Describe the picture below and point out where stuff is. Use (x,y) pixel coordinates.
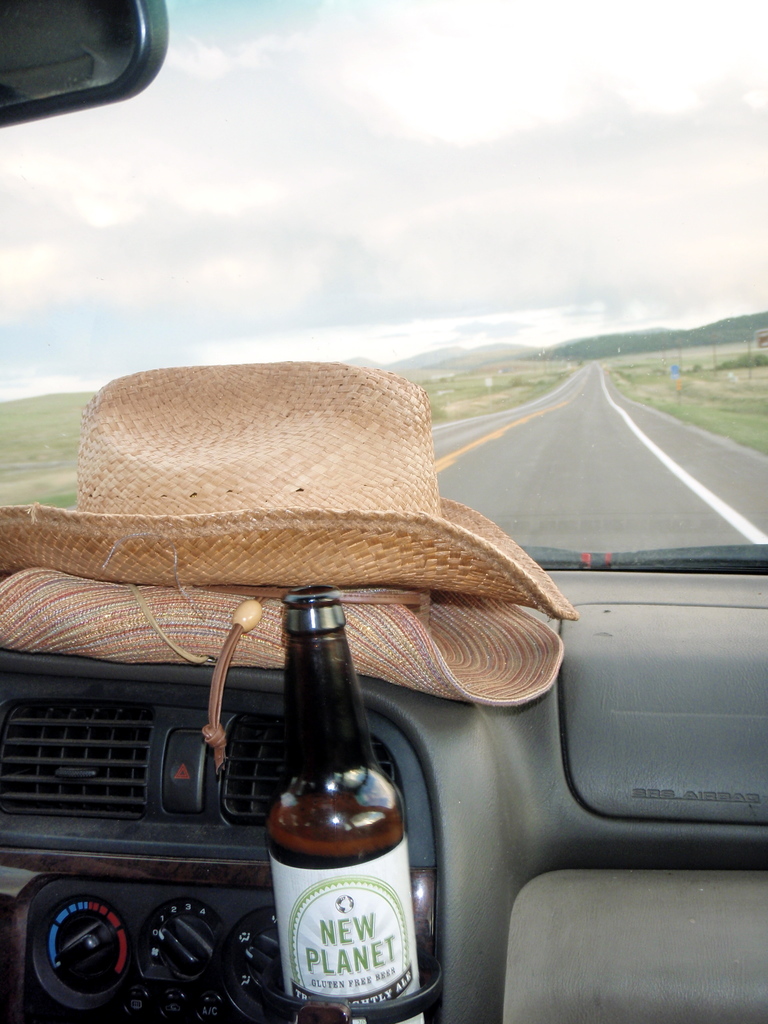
In this picture we can see a bottle (279,851) inside the vehicle (145,979). This is hat (329,579). There is road (607,462) and this is sky (550,219) with heavy clouds (474,164).
